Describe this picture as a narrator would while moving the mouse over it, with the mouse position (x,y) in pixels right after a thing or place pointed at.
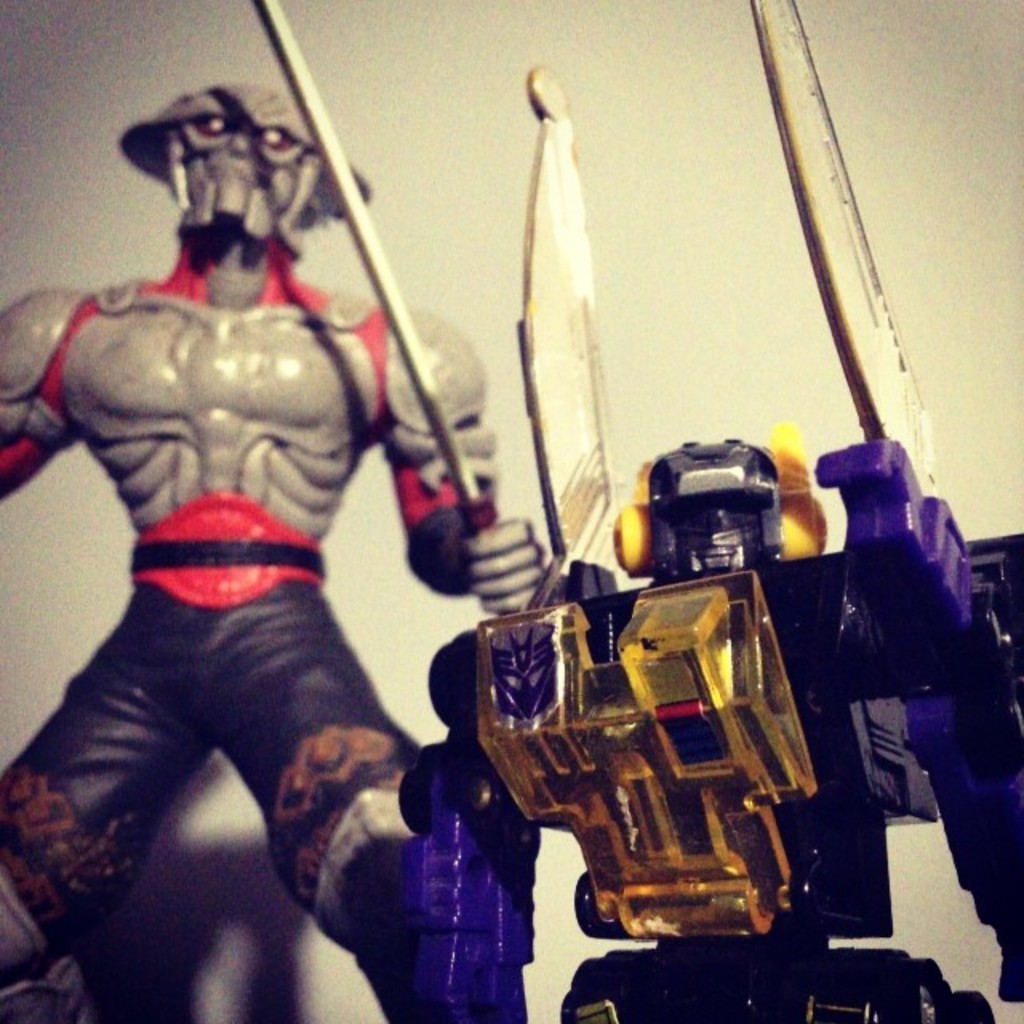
In this image, I can see two toys (293,566). In the background (377,591), there is a wall (619,147).
